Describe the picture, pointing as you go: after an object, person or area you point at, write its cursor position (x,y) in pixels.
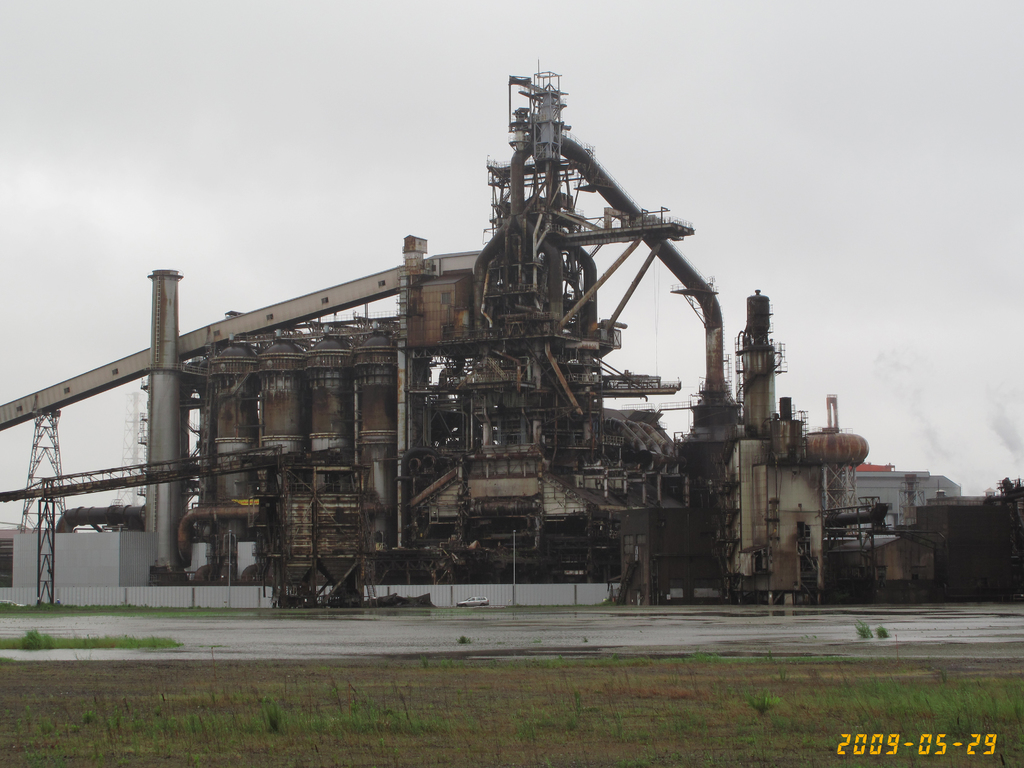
In the foreground of the picture (535,702) we can see grass (525,711), soil (698,706) and date. In the middle of the picture (580,435) it is looking like a factory (480,475) with machinery (468,507). At the top (476,105) there is Sky (339,165).
